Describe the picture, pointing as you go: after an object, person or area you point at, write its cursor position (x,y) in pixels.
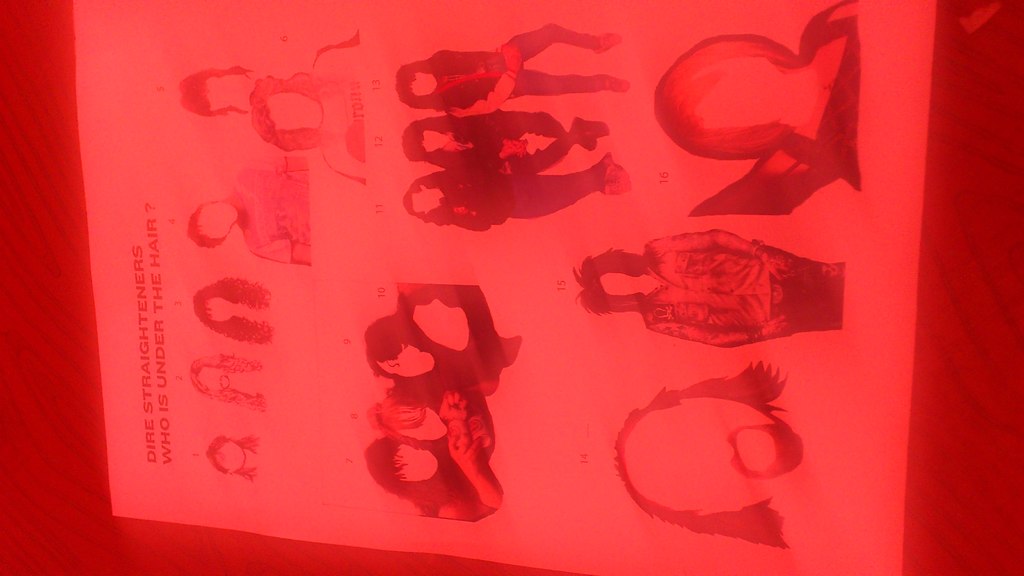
Here we can see poster (558,434), in this poster (289,345) we can see persons (250,316).
